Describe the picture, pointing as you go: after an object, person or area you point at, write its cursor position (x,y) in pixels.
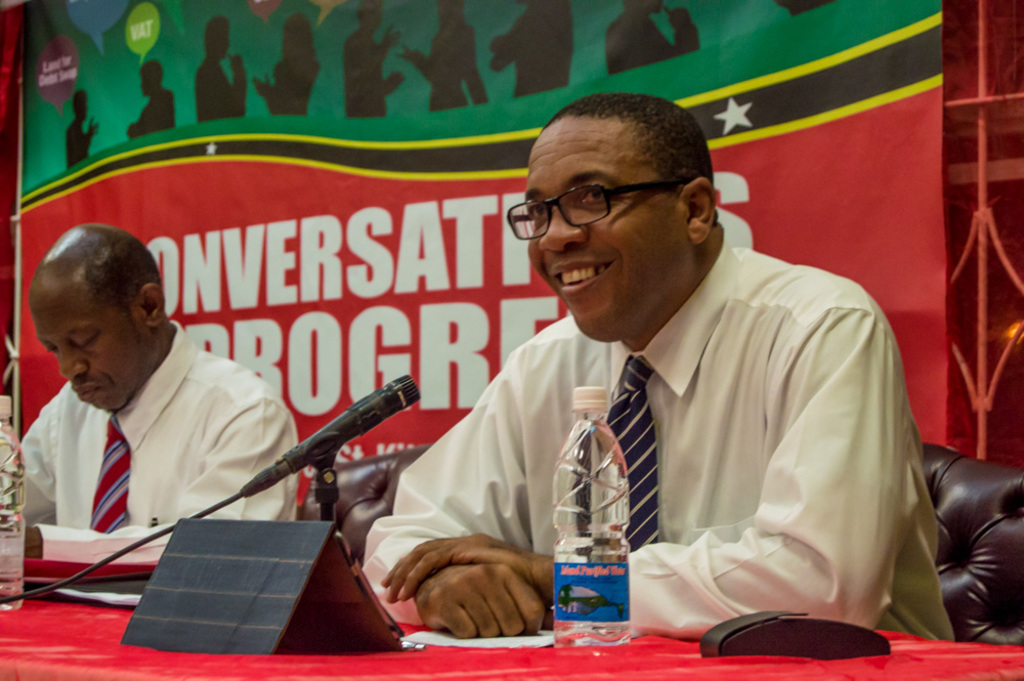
In this image we can see there are two people (139,431) sitting on the chair (950,508), in front of the chair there is the table (474,659), on the table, we can see there are bottles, board (169,544), mic (293,464), papers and black color object (775,626). And at the back (779,199) we can see the banner (287,211) with text (486,322) and images (362,87) and there is the fence (981,103).
